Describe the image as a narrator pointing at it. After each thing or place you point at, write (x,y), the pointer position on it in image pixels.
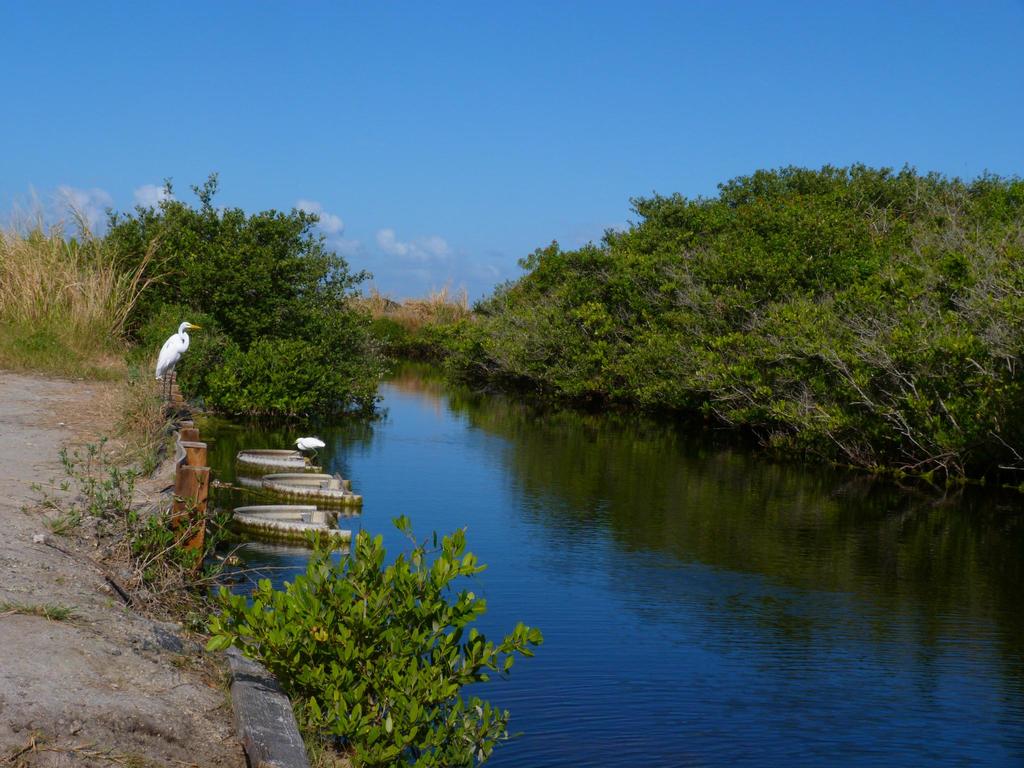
Here in this picture we can see a river (491,451) present, as we can see water (444,447) present over there and in that river (493,489) we can see some boats (331,498) and some cranes (322,444) present over there and on either side of it we can see plants (136,361) and trees (144,325) present all over there and we can also see clouds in the sky (470,232).
